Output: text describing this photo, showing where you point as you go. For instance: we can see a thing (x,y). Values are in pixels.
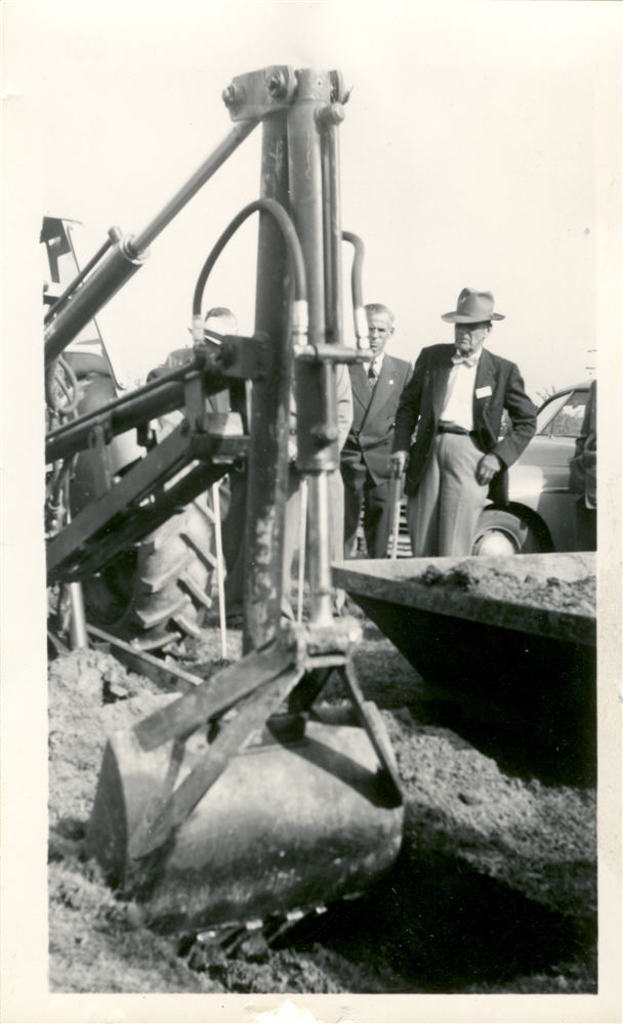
In this picture there is a tractor (281,87) on the left side of the image (57,624) and there are people (427,376) and a car (557,398) in the background area of the image (428,434).
